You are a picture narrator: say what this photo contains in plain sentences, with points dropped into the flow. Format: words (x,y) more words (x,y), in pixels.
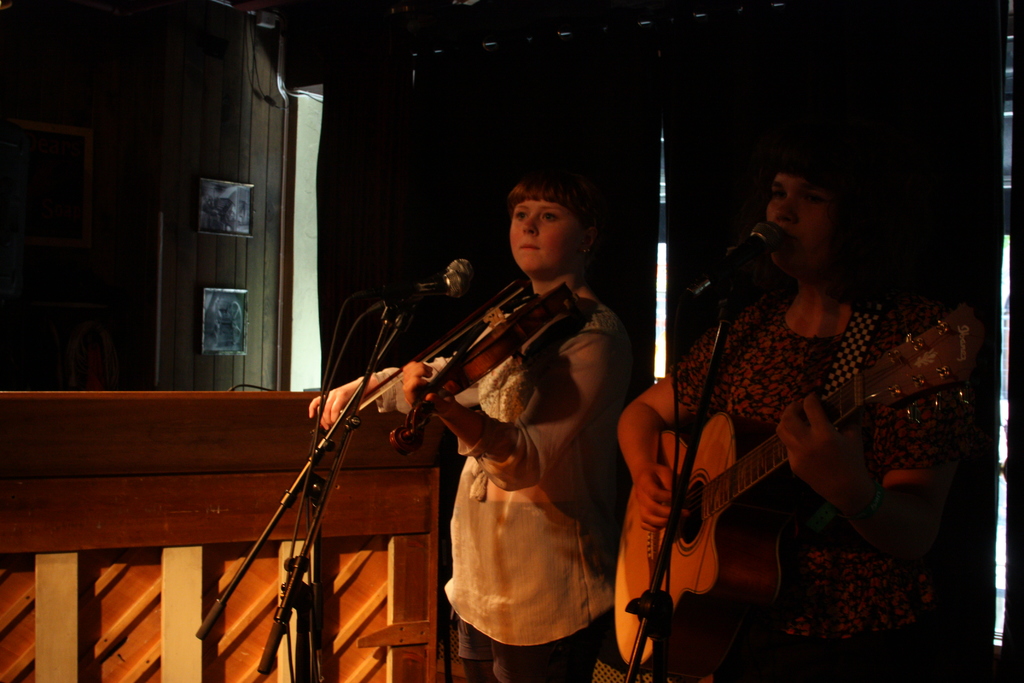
This is a picture taken in a room (504,357), there are two persons (623,377) standing and playing some music instrument (506,322) in front of these people (527,266) there are microphones (714,272) with stands (299,575). Behind the people (631,476) there are curtains (619,226) and a wooden wall (198,228) with photos (222,334).
